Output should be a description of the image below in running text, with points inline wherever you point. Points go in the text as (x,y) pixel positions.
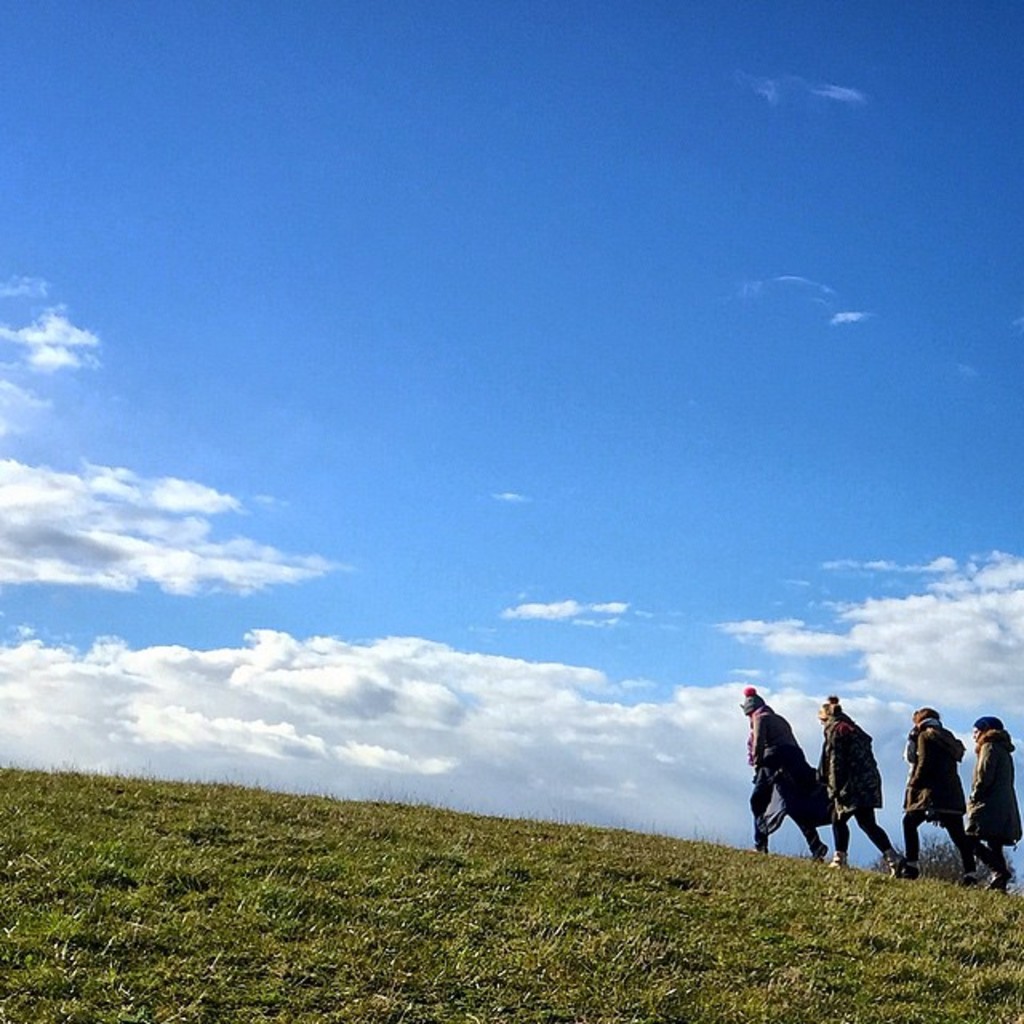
In this Image I can see few people (826,800) walking and wearing different dress (761,835). I can see a grass (441,854). The sky (583,700) is in white and blue color.
